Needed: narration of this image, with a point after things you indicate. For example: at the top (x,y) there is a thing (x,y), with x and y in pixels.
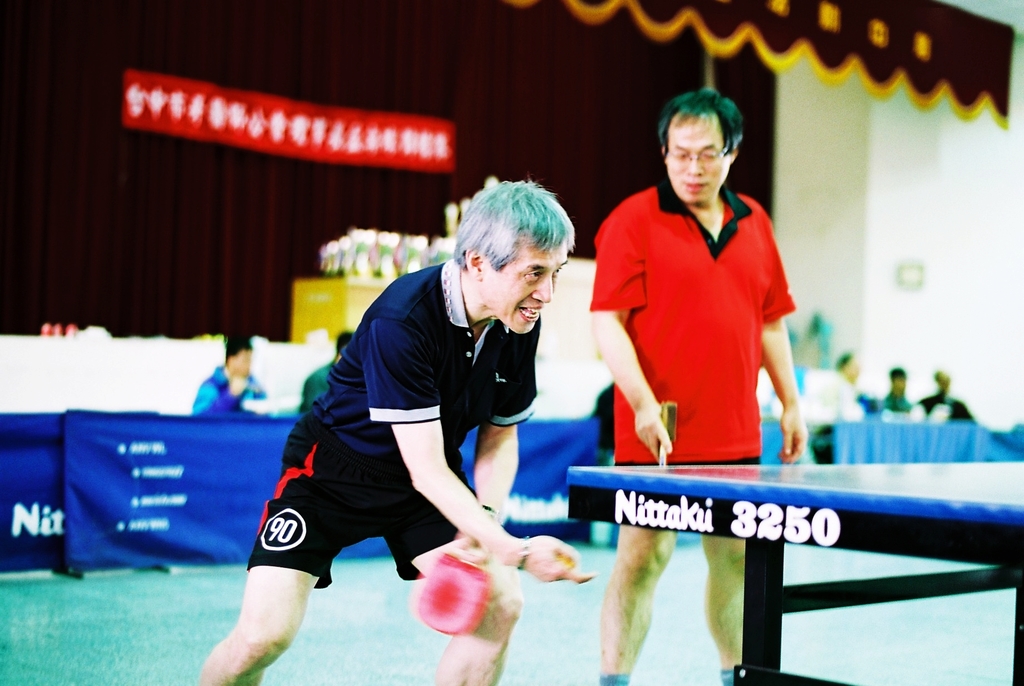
In this picture, there are two persons (455,252) standing in the center (459,302). One is wearing a blue color shirt (410,417), holding a table tennis bat (471,585). Another person (637,450) is wearing a red color shirt (730,332), also holding a tennis bat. In the center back side of the image, we can see two members (329,383) here and three members (939,399) here sitting on the table (836,446) covered with blue color. In the background (340,214) we can see a curtain (614,100) with brown in color. In the rightmost (847,124), we can see a wall (911,161) with white in color.
